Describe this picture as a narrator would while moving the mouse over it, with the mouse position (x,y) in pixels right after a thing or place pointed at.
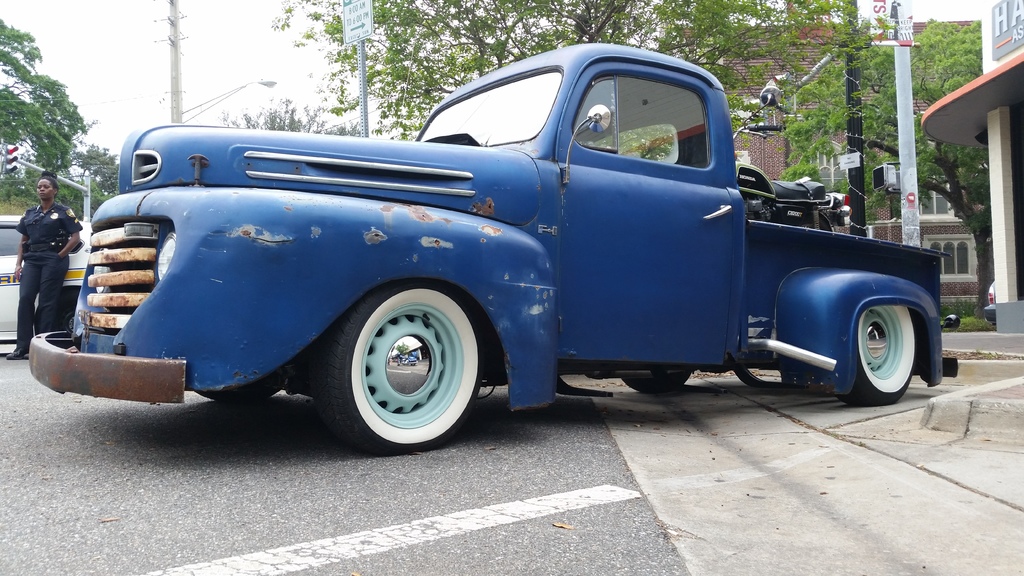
In this image I can see a vehicle (422,407) which is in blue color, background (20,109) I can see few other vehicles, a traffic signal (12,171), few poles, buildings (996,91), trees (820,103) in green color and the sky (216,52) is in white color.
